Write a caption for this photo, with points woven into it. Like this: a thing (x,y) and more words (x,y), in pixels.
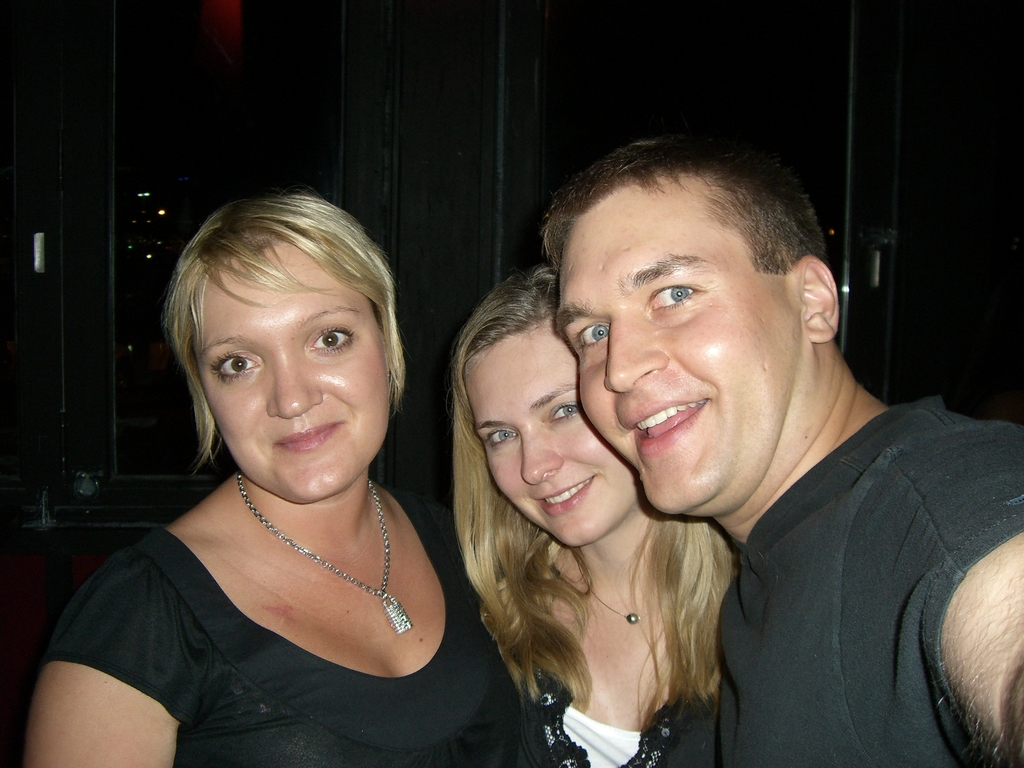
In this image we can see three people (553,437) standing and smiling. In the background (451,182) there is a wall (443,170).
